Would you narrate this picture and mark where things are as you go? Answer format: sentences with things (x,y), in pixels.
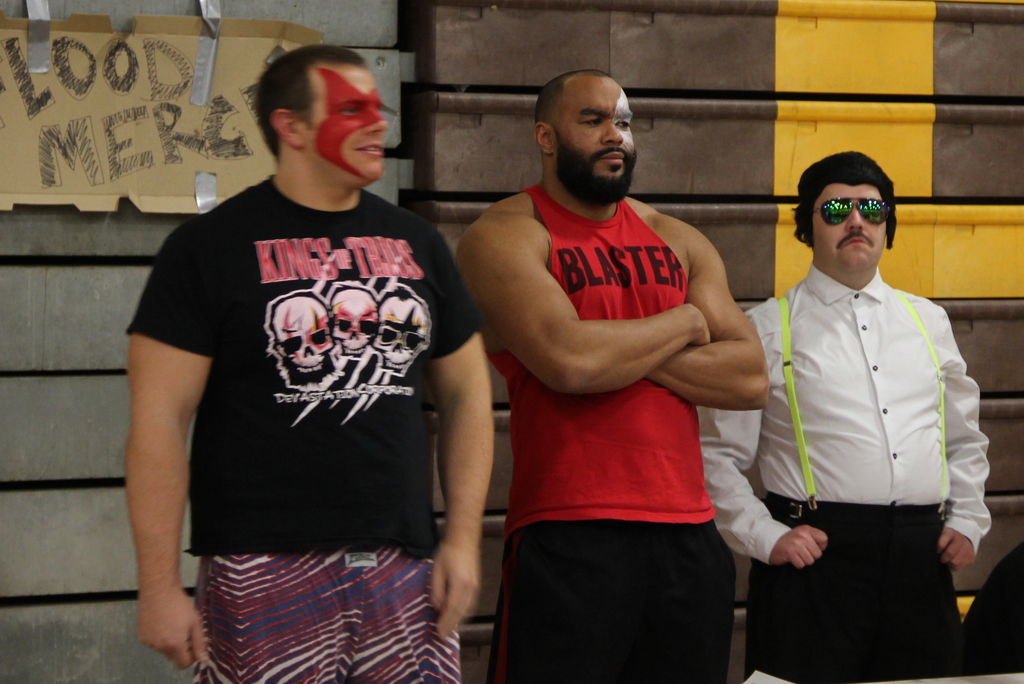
In this image I can see a person (355,462) wearing black t shirt (350,455), a person (578,467) wearing red and black dress (610,429) and another person (890,431) wearing white and black colored dress (855,430) are standing. In the background (528,42) I can see the brown and grey colored surface (505,196) to which I can see a cardboard sheet (126,117) is attached.
